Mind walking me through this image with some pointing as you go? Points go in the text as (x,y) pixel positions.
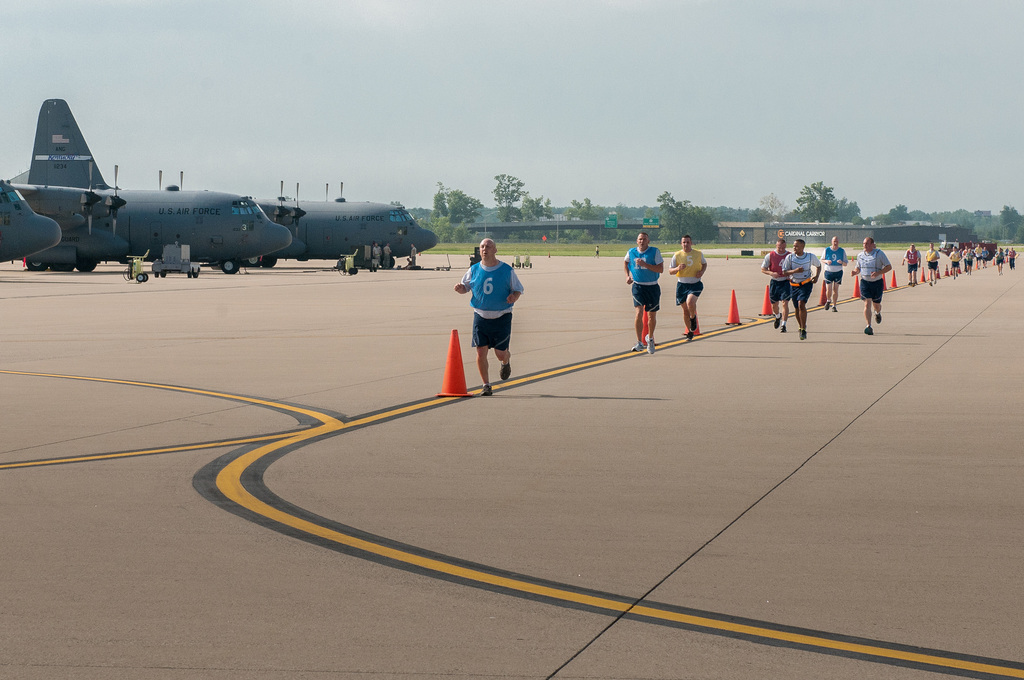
In this image I can see on the right side (952,254) a group of people (1014,253) are running, on the left side (77,237) there are aeroplanes (245,243), at the back side (416,215) there are trees (675,234) and it looks like a bridge (735,240). At the top (636,76) it is the sky (569,89).
